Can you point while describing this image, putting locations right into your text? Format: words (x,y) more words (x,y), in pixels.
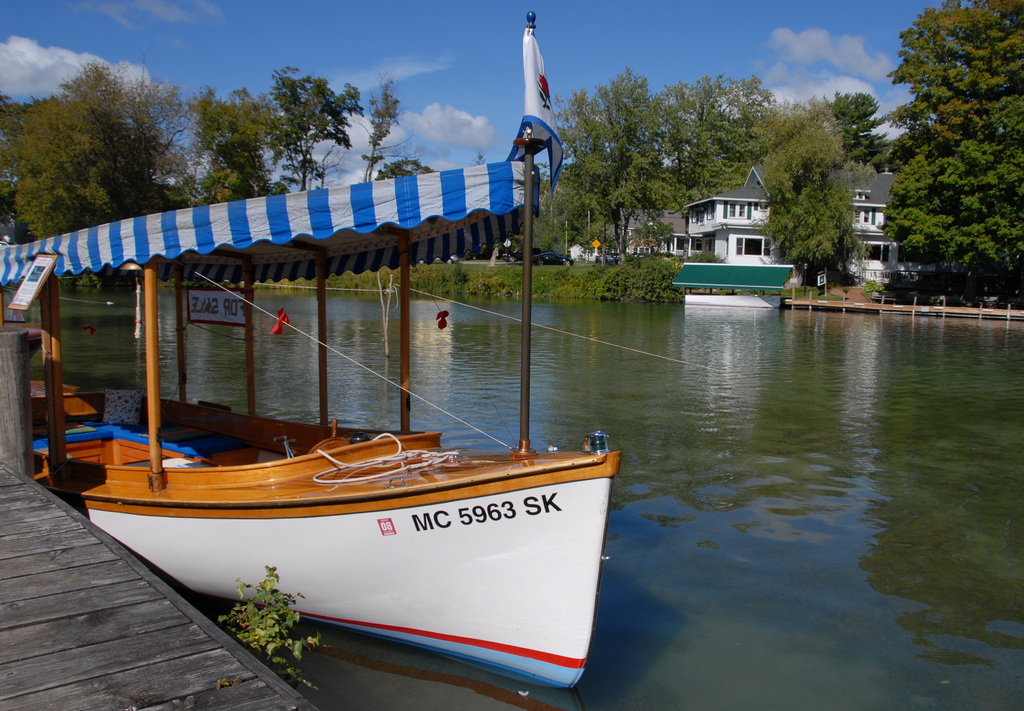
In this image we can see a watercraft (362,454) and we can see some text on it. We can see the reflections (798,391) of trees (816,227) and a watercraft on the water surface (816,399). There is a lake (825,493) in the image. There are many trees (938,167) and plants (562,277) in the image. There are few buildings (885,181) in the image. There is a board (19,302) at the left side of the image (32,301). There is a wooden surface (129,664) at the bottom left corner of the image (50,620).
